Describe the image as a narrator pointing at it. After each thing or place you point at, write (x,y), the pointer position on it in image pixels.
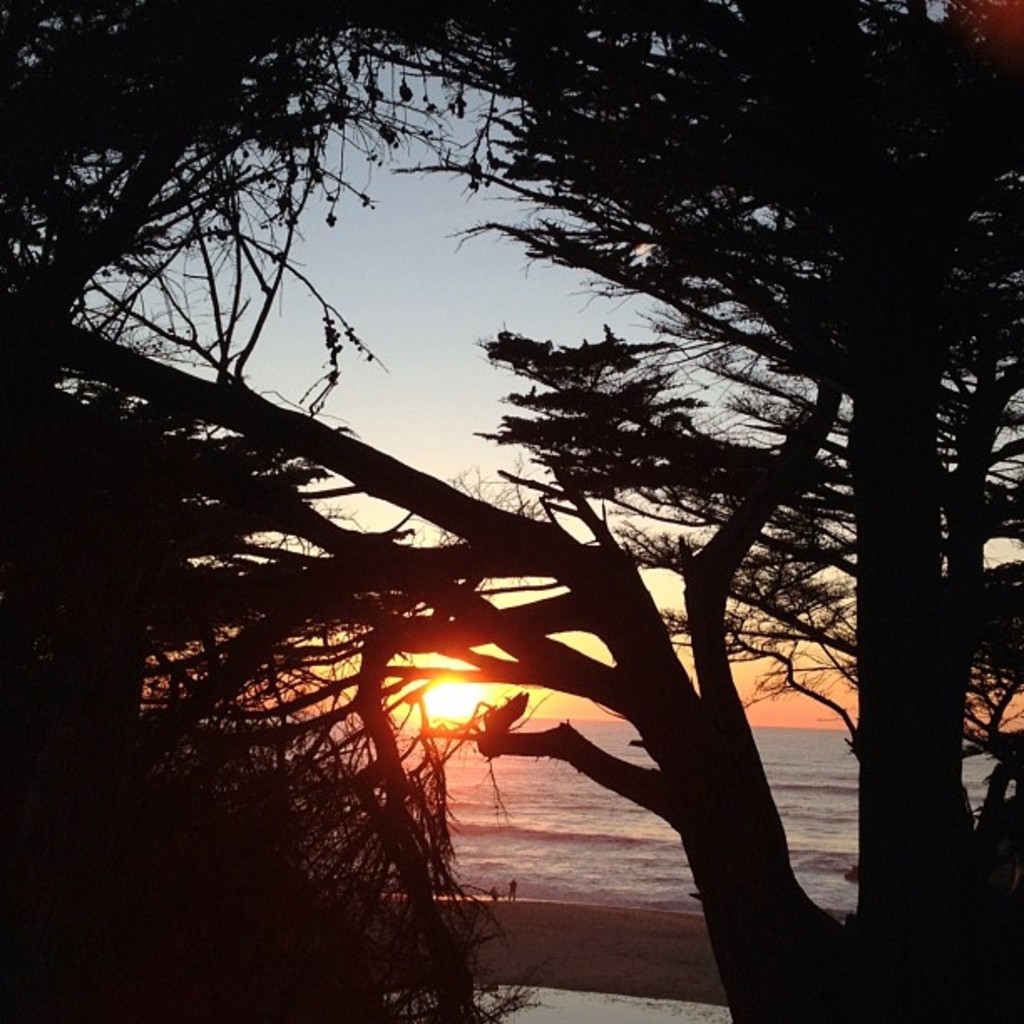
In the foreground (161,755) I can see the trees (295,494). It seems like a beach (660,923). In the background (799,786), I can see the water (799,777) and there are two persons (495,900) standing and also I can see the sun (454,701) in the sky (556,695).
